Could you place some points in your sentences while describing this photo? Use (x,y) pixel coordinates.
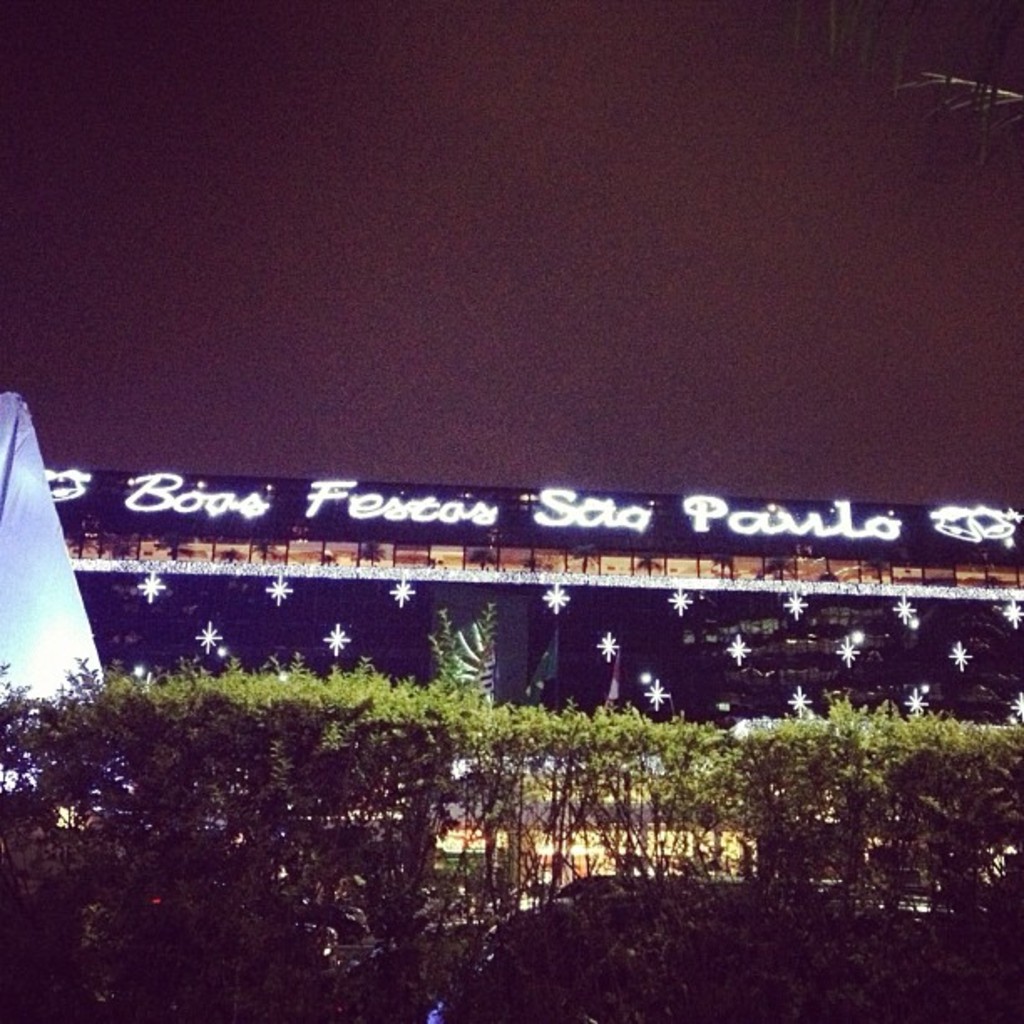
At the bottom of the image (355,840) there are bushes (460,802). In the center (439,608) there is a building (502,587). At the top (400,287) there is sky (523,233).
